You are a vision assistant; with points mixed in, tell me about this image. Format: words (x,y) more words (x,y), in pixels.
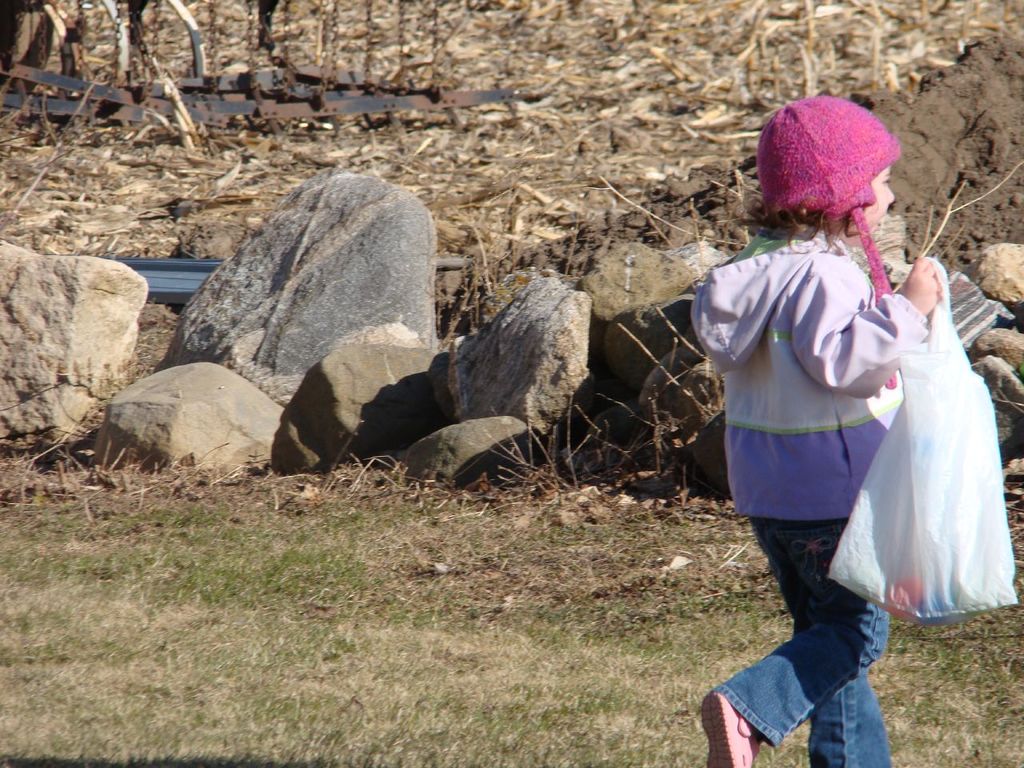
In this image we can see a girl (801,270) wearing the cap (778,199) and holding the cover (884,524) and also walking on the grass (471,702). We can also see the rocks (78,319), dried grass (279,492) and also the farm equipment (206,78) in the background (371,41).
